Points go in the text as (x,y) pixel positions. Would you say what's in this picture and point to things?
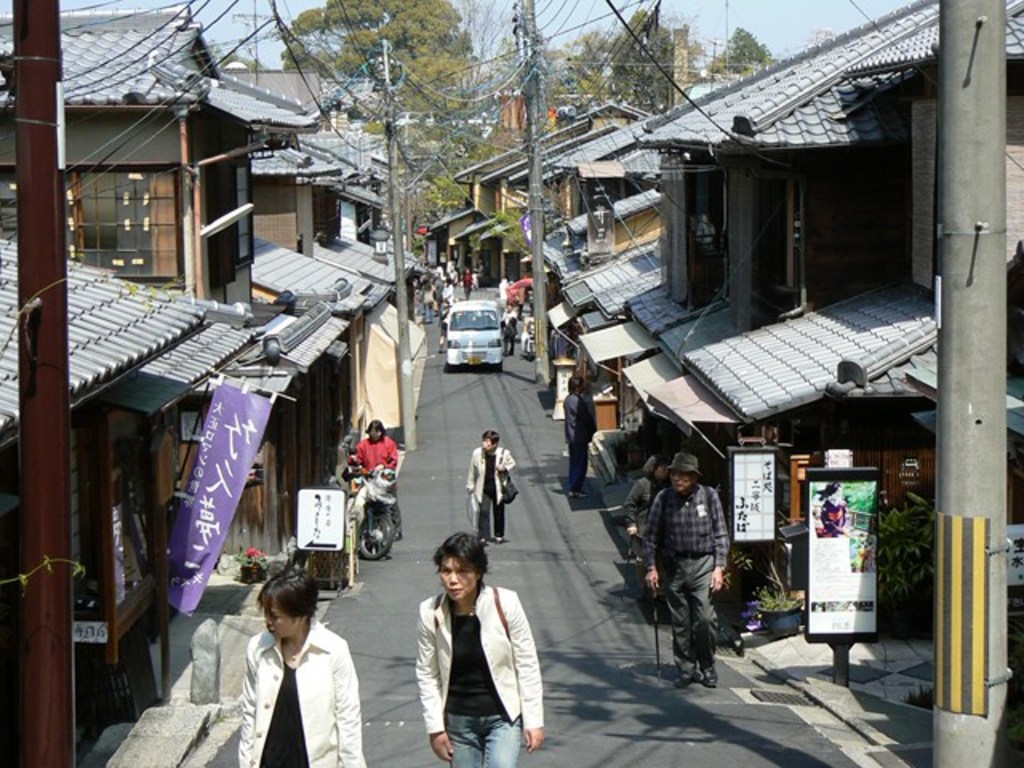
At the bottom of the image (461,593) on the road (436,325) there are few people (386,453) walking and also there are few vehicles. There are footpaths (252,625) with name boards (333,543) and poles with posters (853,551). And also there are buildings (750,109) with walls (856,229), windows (781,224) and roofs (766,107). There are electrical poles (30,71) with wires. In the background (357,54) there are trees (430,58) and also there is sky (758,2).
